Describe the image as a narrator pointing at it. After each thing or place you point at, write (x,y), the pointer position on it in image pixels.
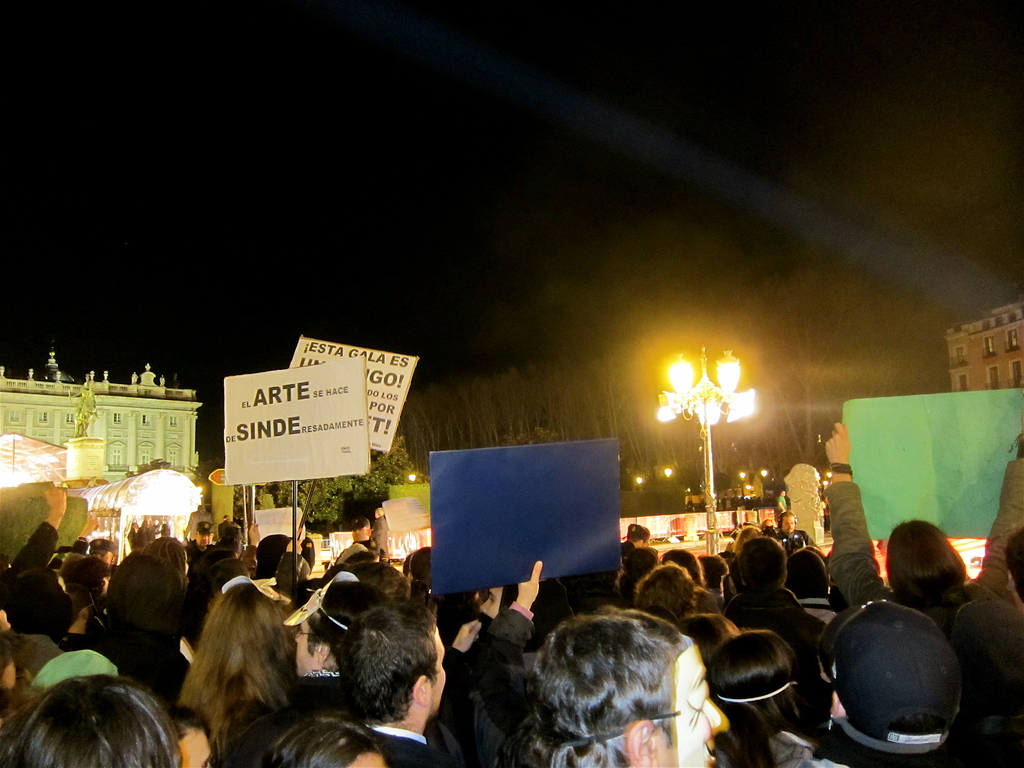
In this image I can see group of people (269,551) standing, some are holding few boards (329,444) in their hands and the boards (316,444) are in cream, blue and green color. Background (146,419) I can see few buildings (190,420), light poles (703,412) and trees (676,451).
